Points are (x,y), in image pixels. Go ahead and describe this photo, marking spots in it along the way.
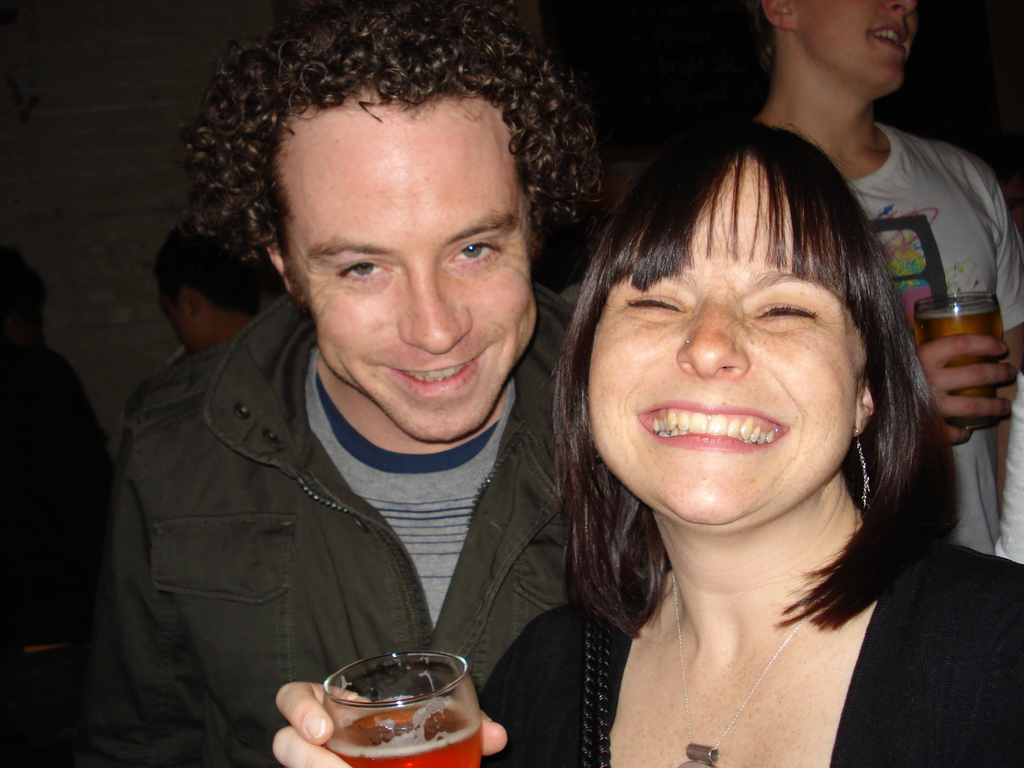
This man (226,485) and this woman (660,486) are highlighted in this picture. This man (412,390) and this woman (675,425) are holding a smile (715,437). Behind the other persons (867,93) are standing. This woman (827,330) and this man (425,383) are holding a glass (421,712) with liquid (401,751).
